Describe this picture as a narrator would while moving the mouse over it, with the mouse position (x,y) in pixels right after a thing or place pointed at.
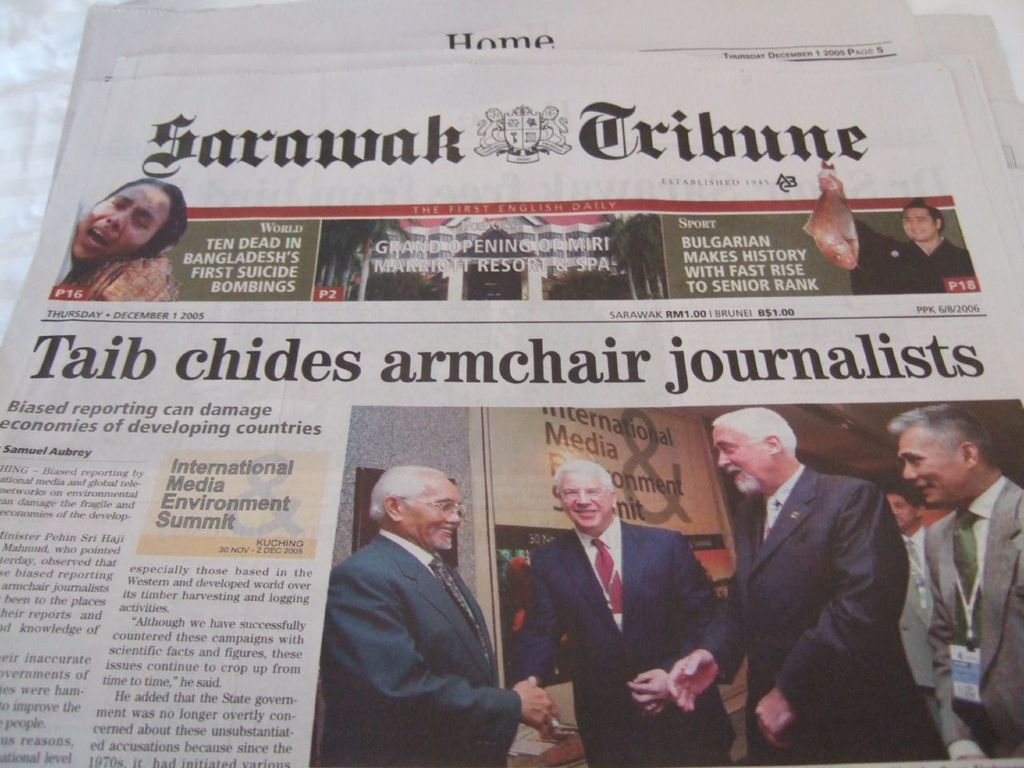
In this picture we can see newspaper (157,382). We can see some information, logo (529,159) and people (406,599).
